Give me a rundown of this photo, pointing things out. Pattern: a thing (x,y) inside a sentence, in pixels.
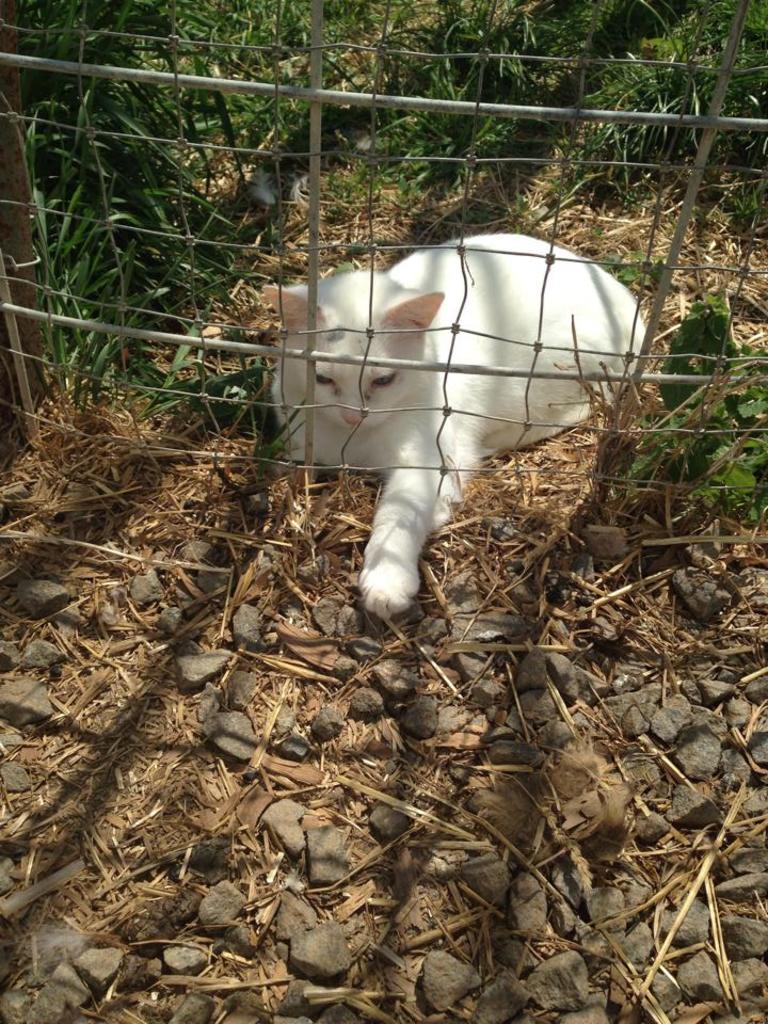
In this image I can see an animal (395,437) sitting on the ground (487,576). The cat (465,378) is in white color. In-front of the cat (426,337) I can see the railing (350,358). In the background (638,143) there are plants (555,104) and I can see many rocks (489,735) and sticks (758,714).
